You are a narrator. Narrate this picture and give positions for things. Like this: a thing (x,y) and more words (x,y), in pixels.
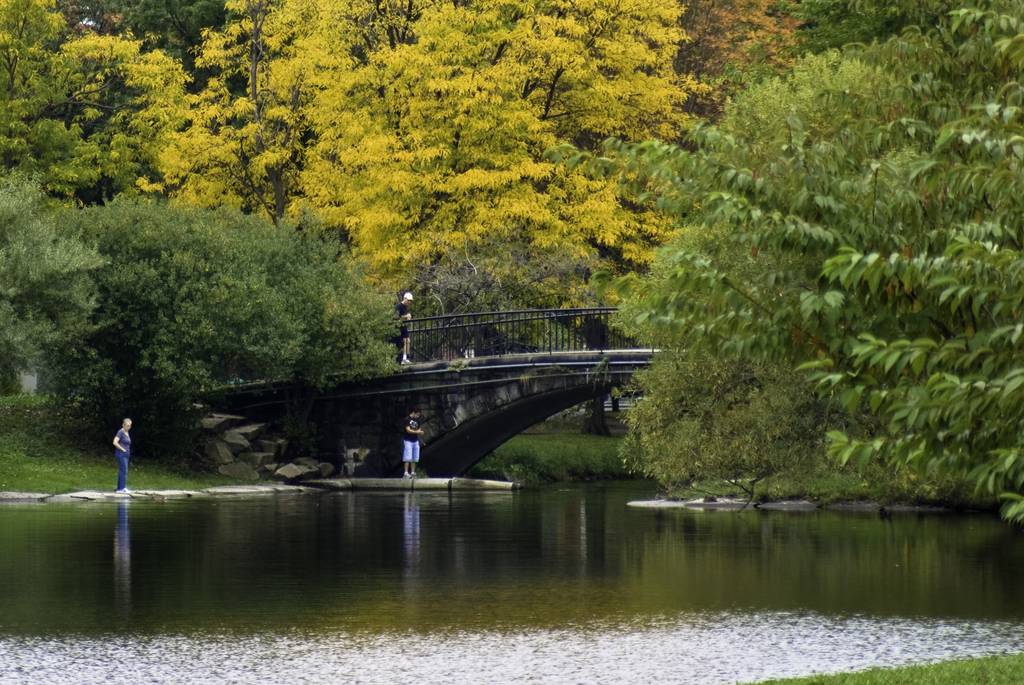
In this image, we can see a bridge (611,360) and there is water (60,678), we can see a person (118,457) standing, there are some trees (136,443).
